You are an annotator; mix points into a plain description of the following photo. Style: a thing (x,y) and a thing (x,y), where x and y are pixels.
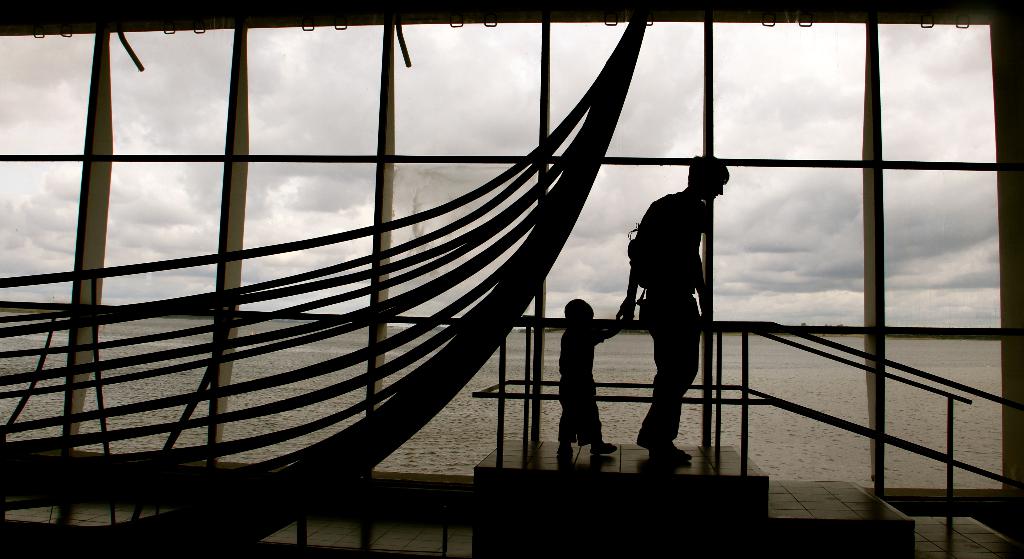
In this image in the foreground (876,311) there are some poles (864,301) and one person (669,276) is holding a baby (573,358) and walking, and at the bottom (660,483) there is a staircase (656,496) and railing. On the left side (26,427) there is a boat (35,441), and in the background (898,371) there is a river (476,399) and at the top of the image (139,178) there is sky (434,179).
